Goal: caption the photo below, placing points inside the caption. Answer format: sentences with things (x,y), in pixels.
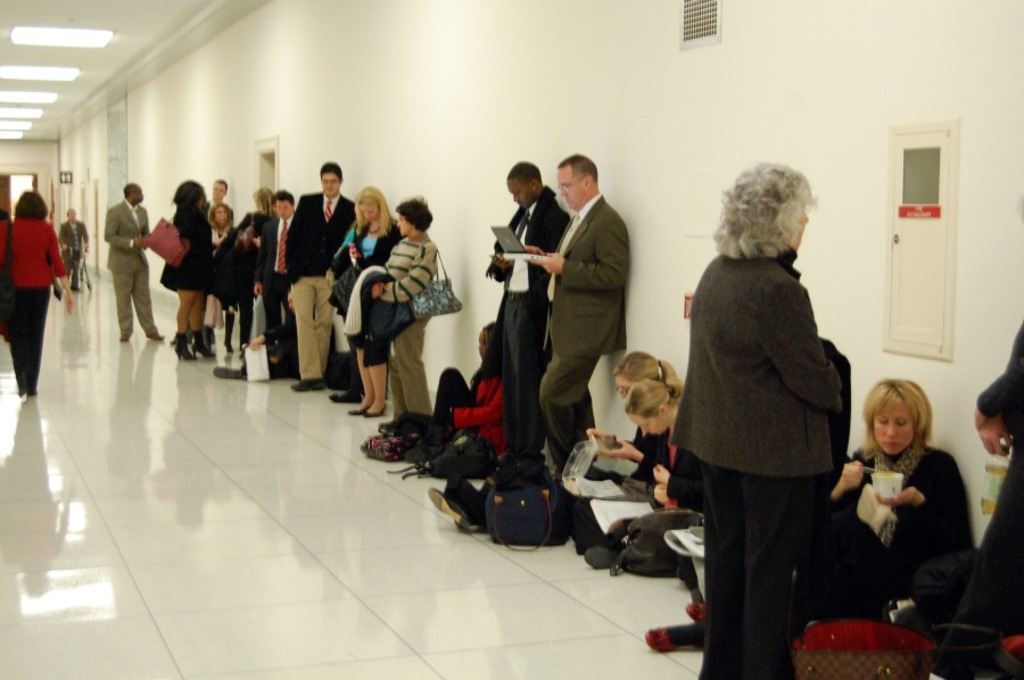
In this image I can see group of people (328,291) some are sitting and some are standing, the person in front wearing gray blazer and the other person (412,295) wearing gray color bag (425,303). Background (441,145) I can see the wall (294,132) in white color.
